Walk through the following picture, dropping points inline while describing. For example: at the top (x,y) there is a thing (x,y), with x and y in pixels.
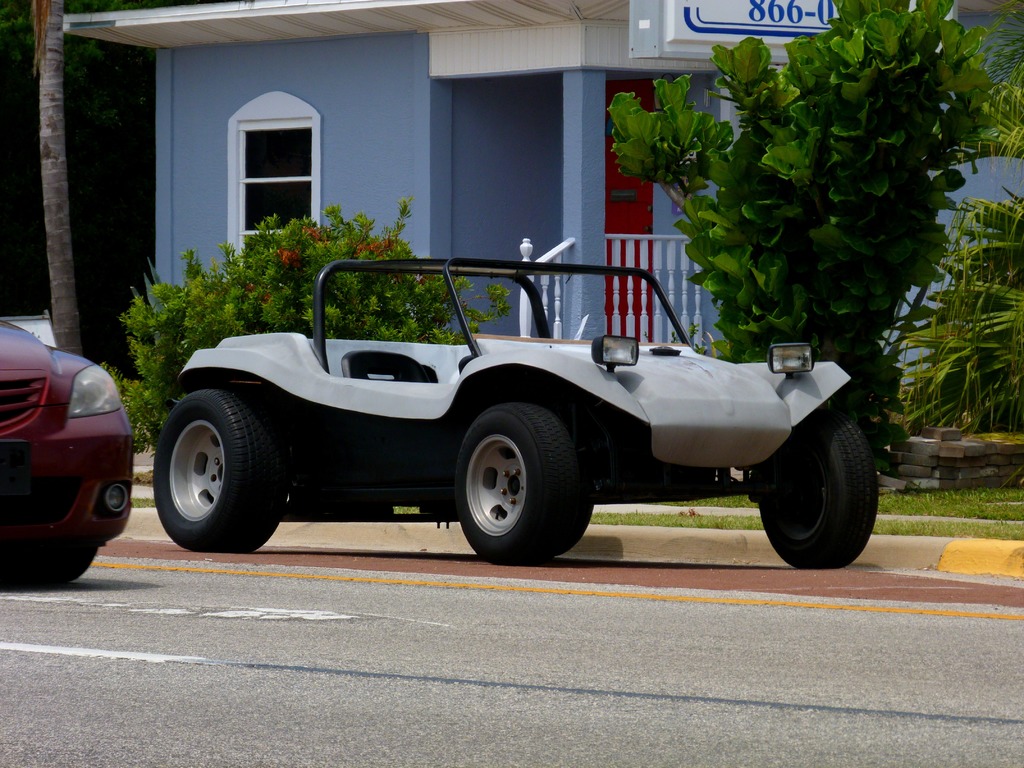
In this image there are two vehicles (391,449). There are trees (757,270) and plants (754,350). There are grass (988,503) and stones (966,471). There is a house (651,313). There is a road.
